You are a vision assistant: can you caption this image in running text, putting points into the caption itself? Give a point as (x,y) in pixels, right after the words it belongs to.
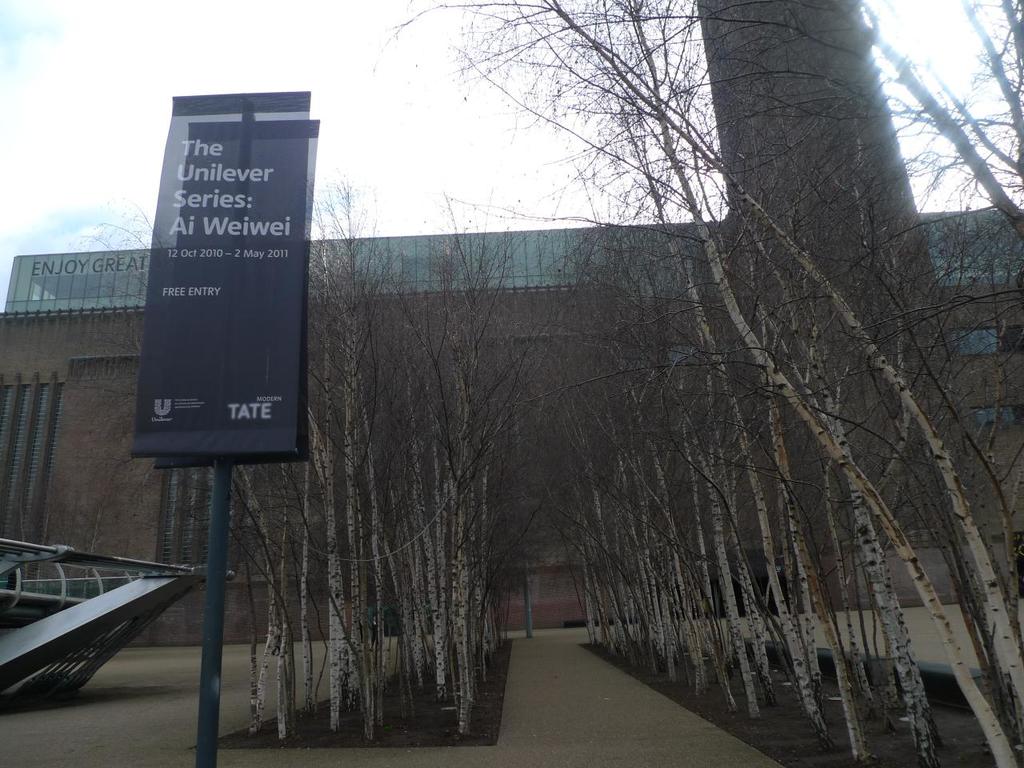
In this image we can see board (224,319) to the pole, trees (456,480), building (81,372) and the sky (426,127) with clouds (134,153) in the background (516,85).
